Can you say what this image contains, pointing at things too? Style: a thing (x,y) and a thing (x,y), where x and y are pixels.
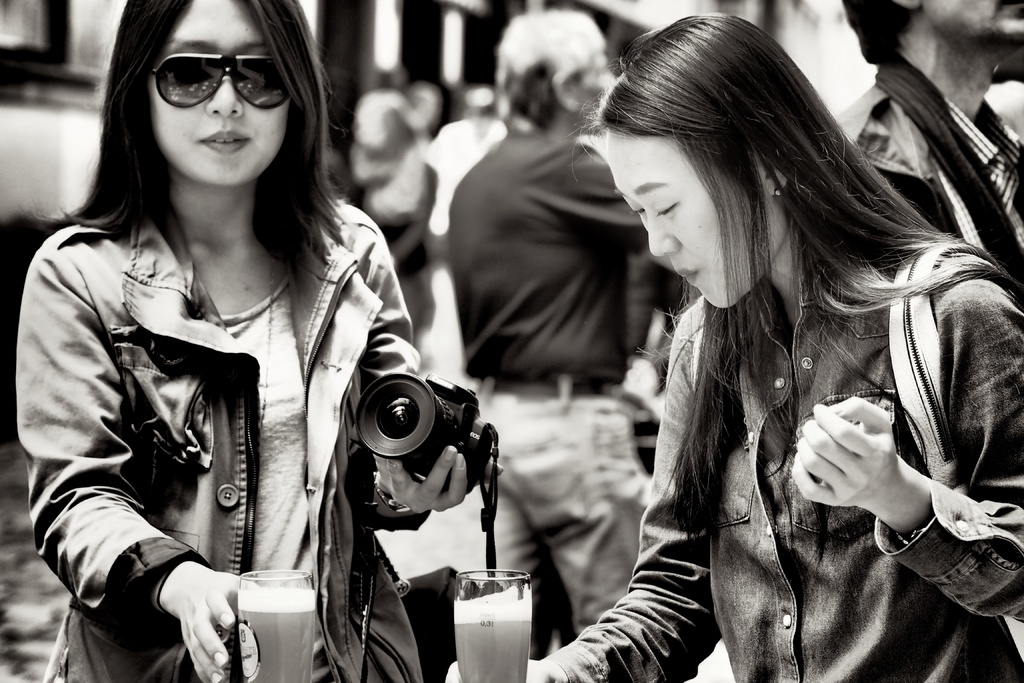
Two women (182,89) are about to hold a glass (506,675). In them a woman (177,603) is holding a camera (396,407) in her hand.
